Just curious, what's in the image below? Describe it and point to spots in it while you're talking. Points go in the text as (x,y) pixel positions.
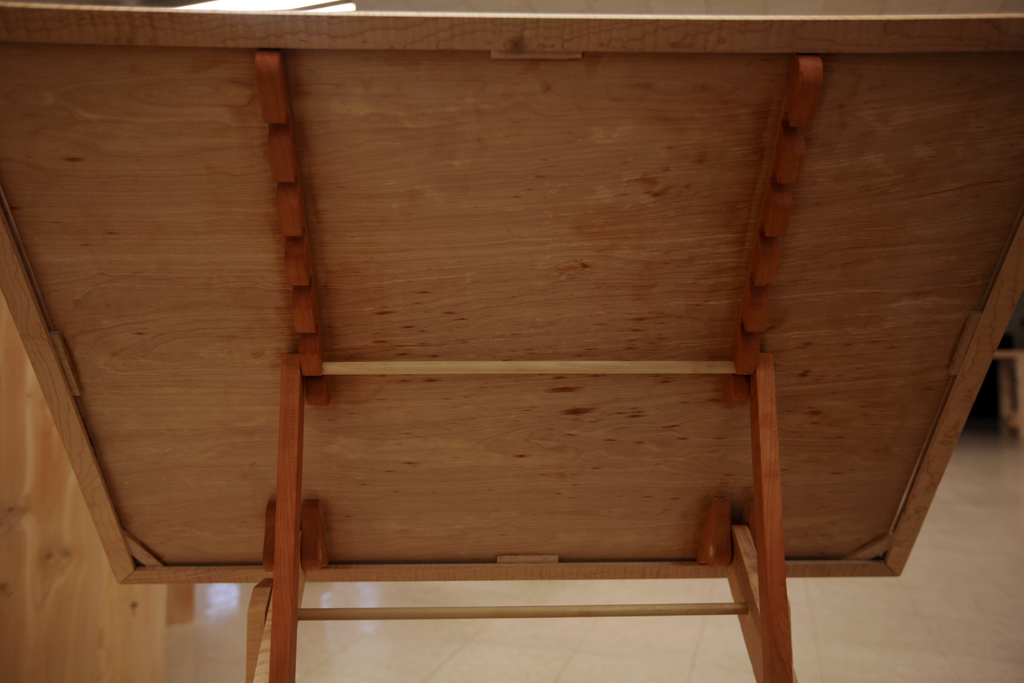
In this picture, we see a wooden stand (308,399) and a wooden board (187,259). This might be a painting board (483,384). On the left side (55,607), we see a wooden wall (33,548). At the bottom (712,654), we see a floor (941,630) in white color.
